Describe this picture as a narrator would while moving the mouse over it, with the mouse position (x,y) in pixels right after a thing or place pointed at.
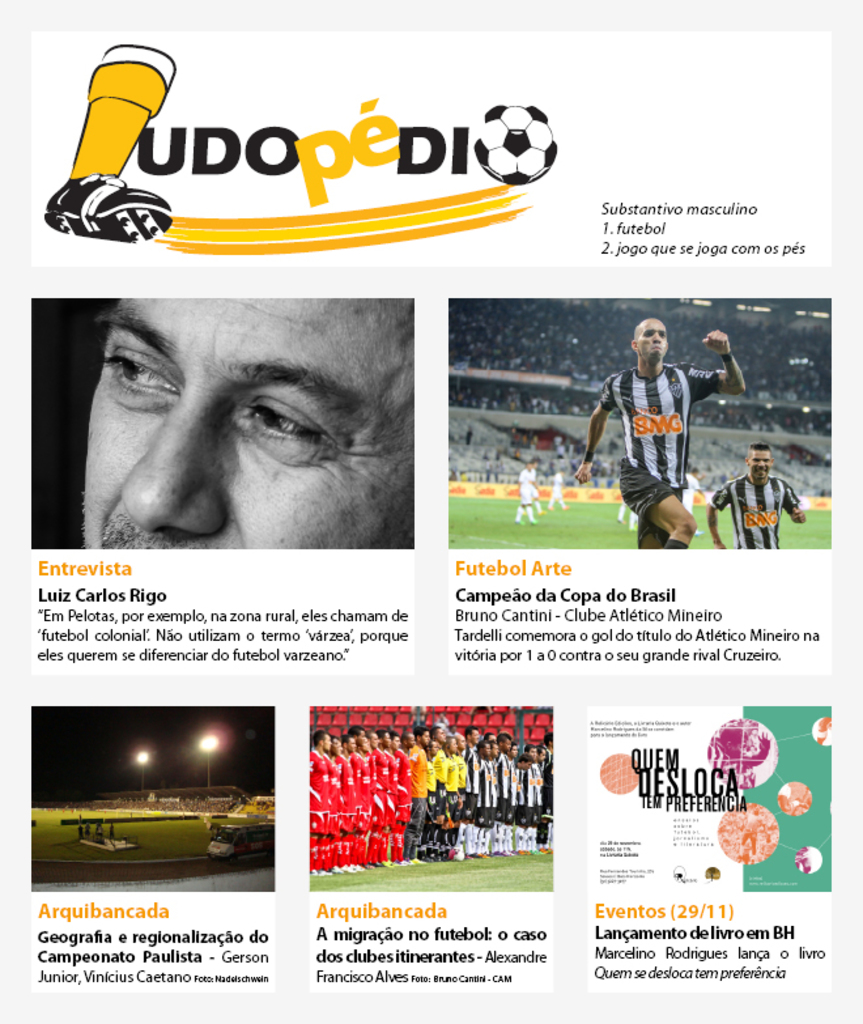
This is an advertisement. In this image we can see some text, persons (167,500), auditorium (721,408), ground (593,524), lights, logos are there.
